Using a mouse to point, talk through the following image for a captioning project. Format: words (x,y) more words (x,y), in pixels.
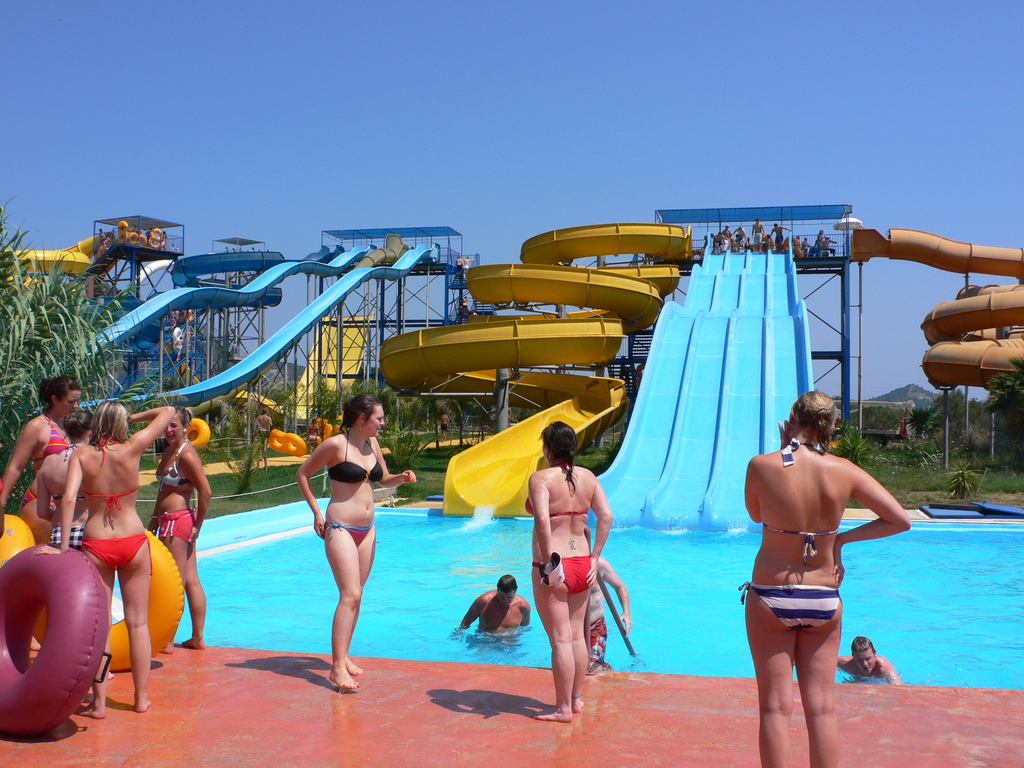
In this picture there is a woman (837,480) who is wearing black and blue dress (808,600). Here we can see another woman (573,531) who is wearing red dress (579,571) standing near to the swimming pool (624,647). On the left (145,636) we can see group of persons (190,463) who are standing with the tubes (161,578). On the right (726,241) we can see group of persons (739,244) who are standing above the shed (813,269) and some peoples (776,242) are doing sliding. On the left (54,320) we can see plants (54,332). On the top (642,113) there is a sky (640,61). Here we can see some people (528,618) doing swimming in the swimming pool (952,619). On the background (912,386) we can see mountain (912,393).
